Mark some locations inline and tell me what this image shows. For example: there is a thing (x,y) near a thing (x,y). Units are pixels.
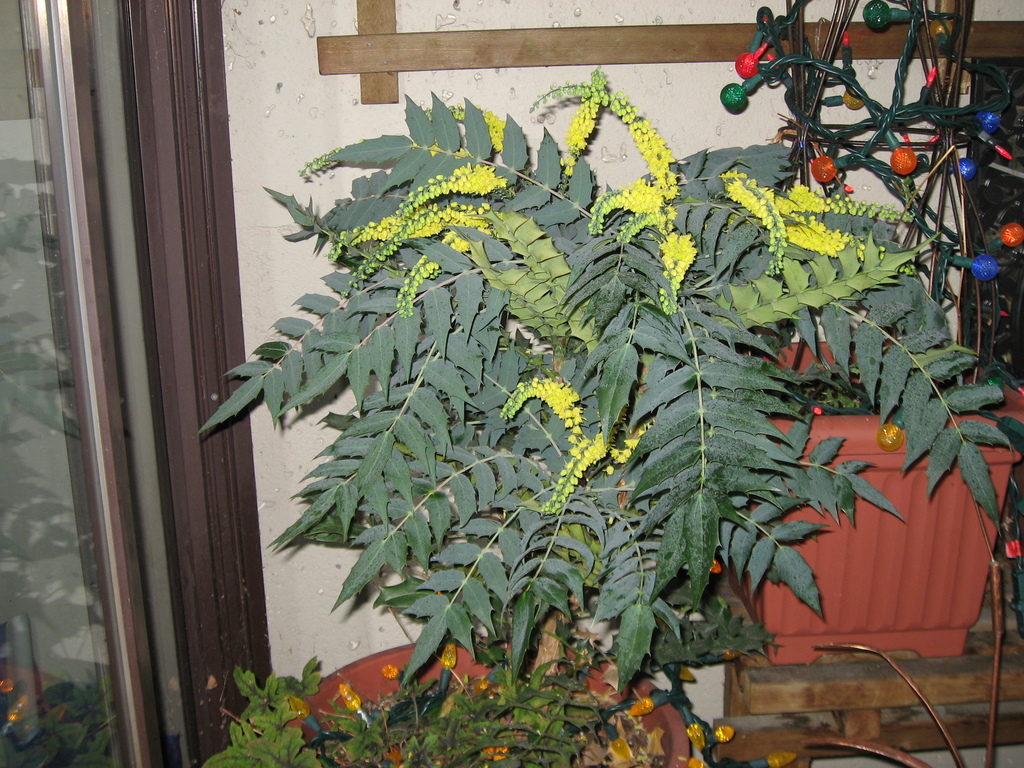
In the middle of the image (450,269) we can see some plants (244,754). Behind the plants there is wall (291,553).
